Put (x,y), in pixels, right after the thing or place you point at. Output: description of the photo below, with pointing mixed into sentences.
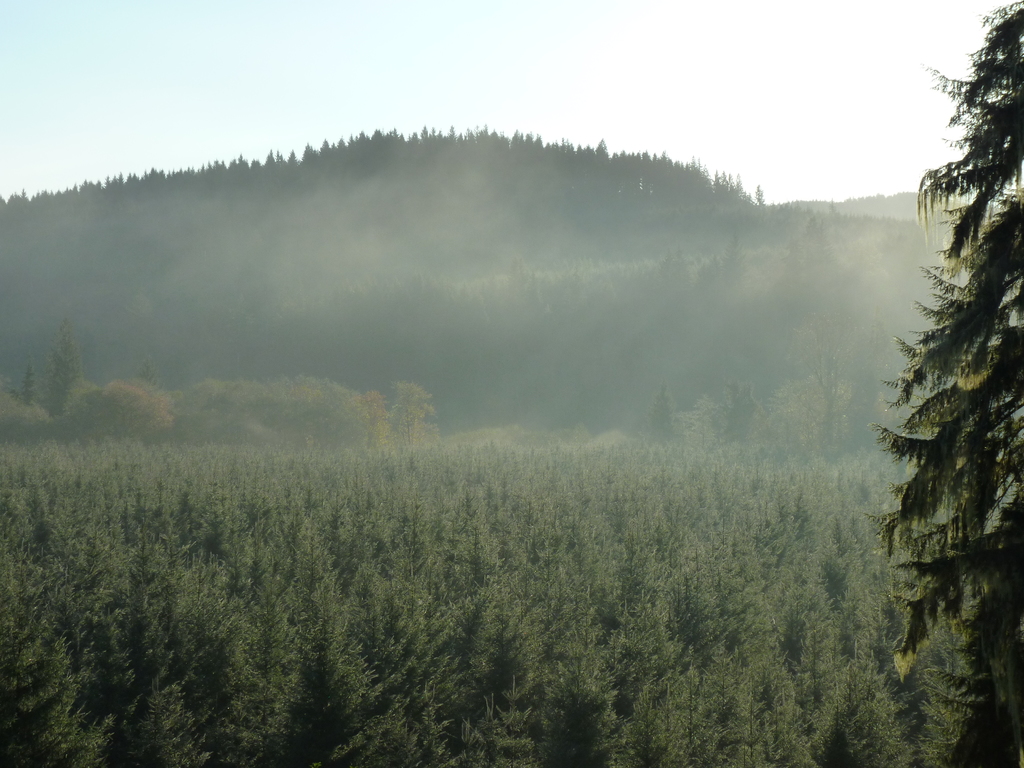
In the image there are many plants (500,644) on the land (674,680), over the right side (950,599) there is a tree (998,280), in the background (276,349) there is a hill (266,185) covered with trees (150,194) all over it and above its sky (425,98).
